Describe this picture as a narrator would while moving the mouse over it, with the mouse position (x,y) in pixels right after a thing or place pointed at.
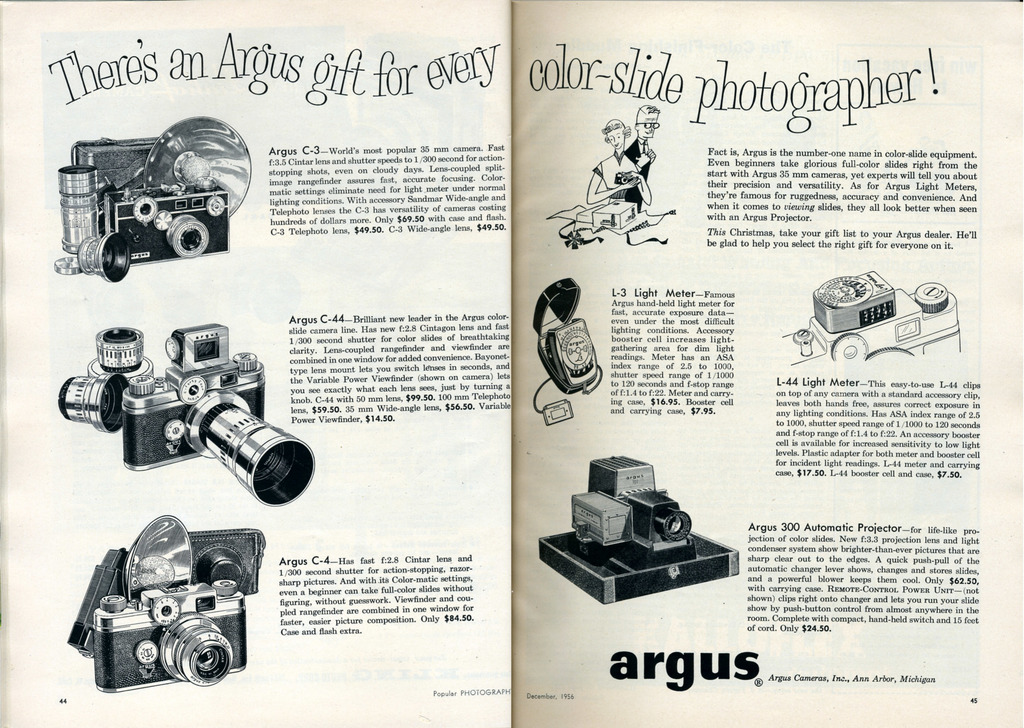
This picture is taken from a magazine (484,337). In this picture, we see text (412,361) written on the papers (71,321). On the left side (127,342), we see the pictures (144,412) of cameras (175,597) and lenses (192,634).
